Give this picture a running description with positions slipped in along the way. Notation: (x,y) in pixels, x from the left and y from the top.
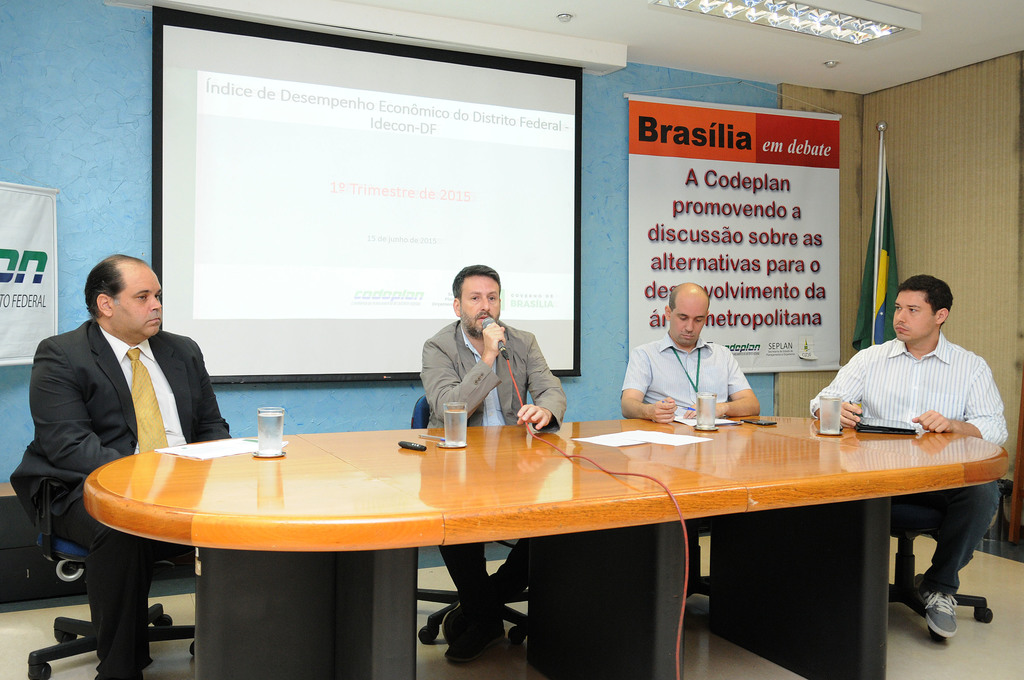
In this image i can see 4 men (712,360) sitting on chairs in front of a table (488,480), among them one of the person (505,422) is holding a microphone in his hand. On the table (474,442) i can see few glasses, and few papers (661,436). In the background (51,114) i can see a wall (53,102), a screen (267,131) and the ceiling (638,42).
